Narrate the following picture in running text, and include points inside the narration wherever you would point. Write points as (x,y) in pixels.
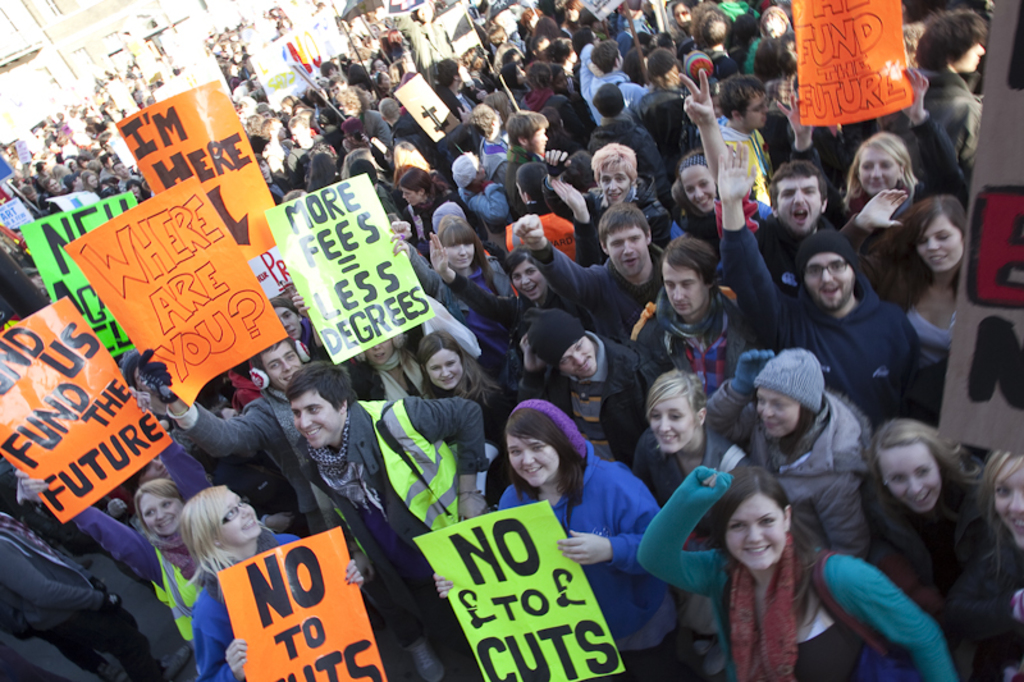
Here we can see group of people (294,358) and we can see boards (830,108).
